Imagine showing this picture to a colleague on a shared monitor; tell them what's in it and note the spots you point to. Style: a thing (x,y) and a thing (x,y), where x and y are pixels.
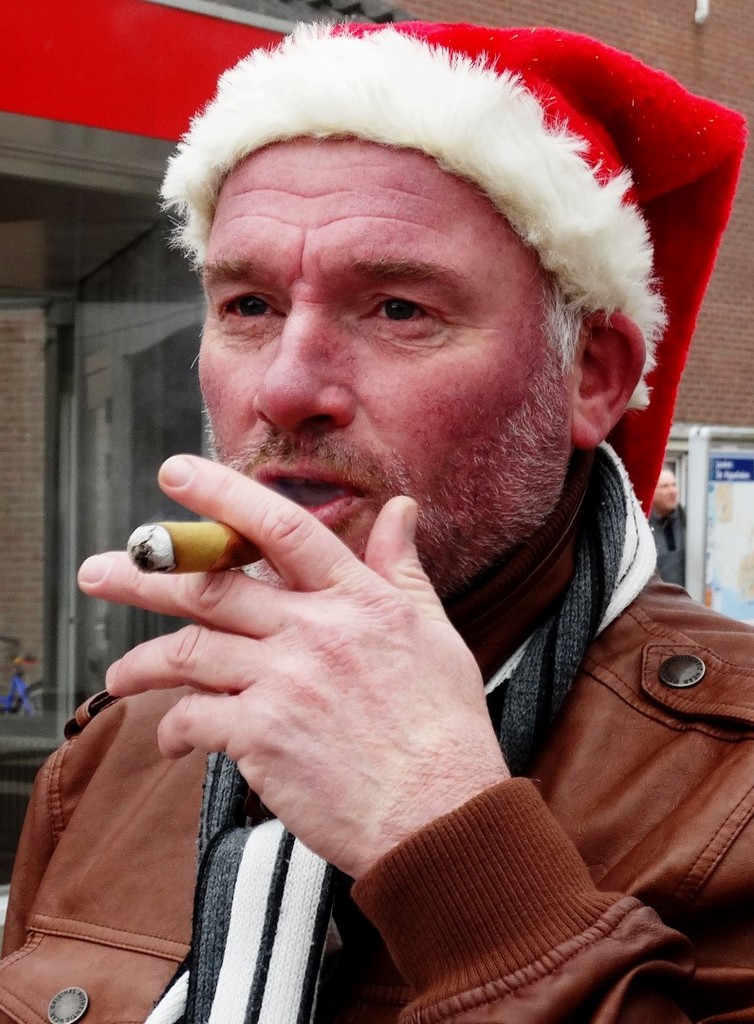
In this image there is a person (368,592) smoking, behind him there is a building (53,9), in front of the building (674,453) there is another person (674,482) standing.
